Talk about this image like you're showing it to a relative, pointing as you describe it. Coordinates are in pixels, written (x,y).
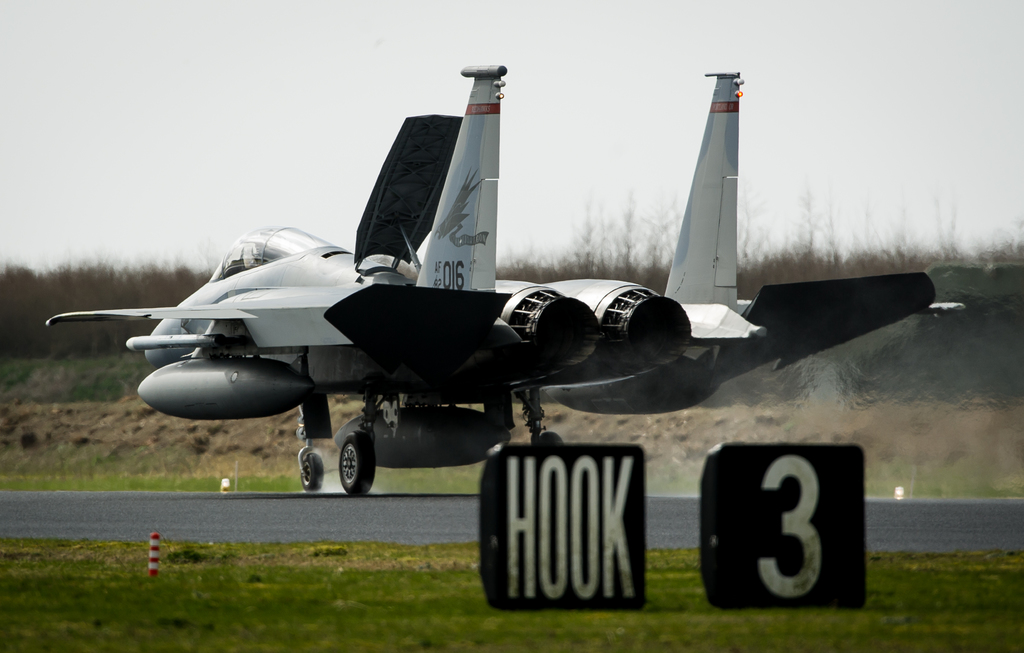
In this image I can see an aircraft (307,488) on the road (328,508). To the side of the road (451,493) I can see the black color boards (557,553) and the traffic pole (157,555) on the grass (294,607). In the background (192,281) I can see the dried grass (138,297) and the sky (254,168).
